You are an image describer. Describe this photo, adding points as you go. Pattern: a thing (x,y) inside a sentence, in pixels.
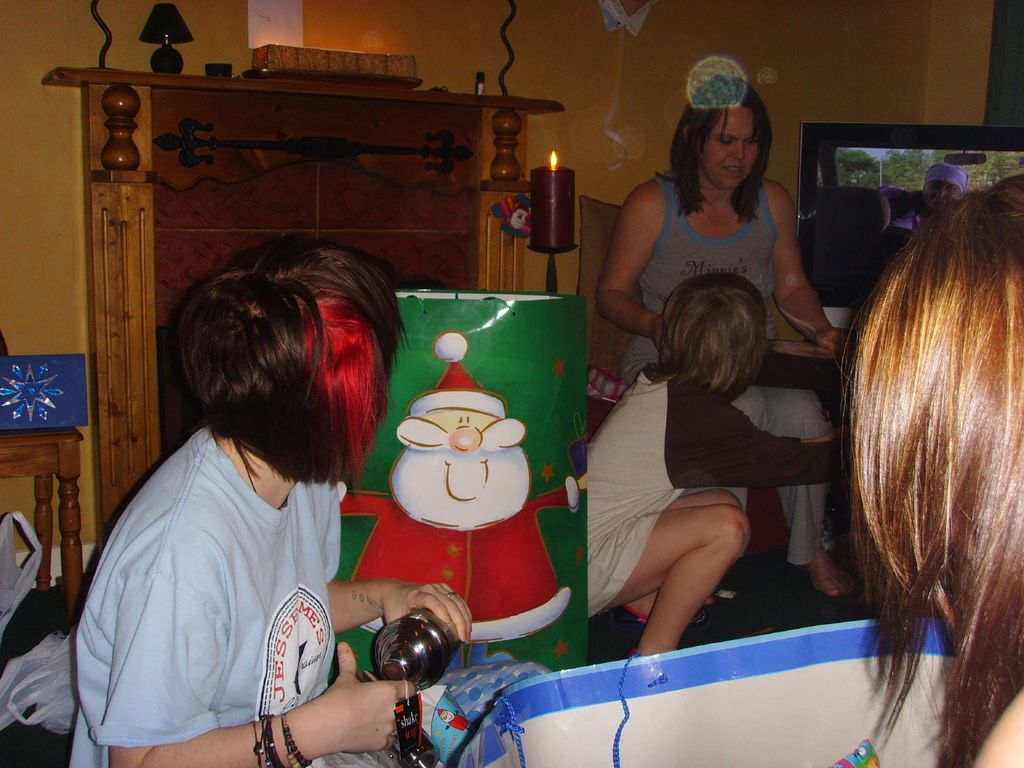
In this image we can see a group of people (598,548) sitting. In that a woman (459,636) is holding a metal container (428,655). We can also see a photo frame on the table (76,596), some covers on the floor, a lamp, a bag (503,534) with some painting (492,548) on it and a candle (562,211) with flame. On the backside (911,148) we can see a television (955,151) and a wall (82,475).
